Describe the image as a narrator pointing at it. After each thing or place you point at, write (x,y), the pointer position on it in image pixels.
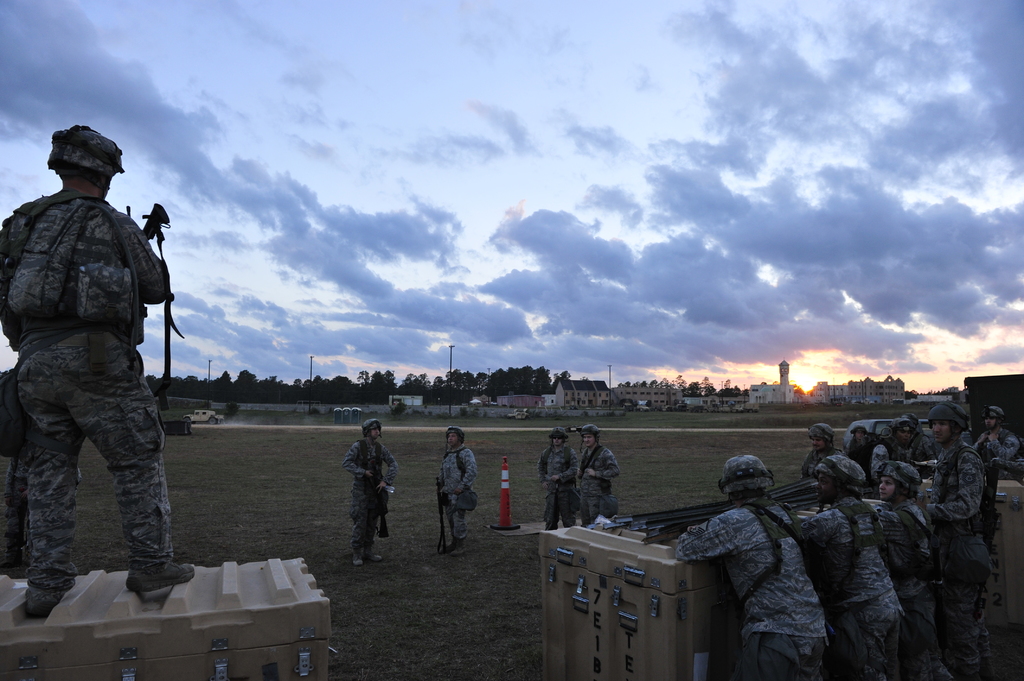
In the background (356,132) we can see the clouds (885,203) in the sky (716,218). In this picture we can see buildings (650,396), trees (521,380), grass (242,430), vehicles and objects (190,424). In this picture we can see the people (959,472). On the left side of the picture (18,211) we can see a man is standing on an object (309,623).
